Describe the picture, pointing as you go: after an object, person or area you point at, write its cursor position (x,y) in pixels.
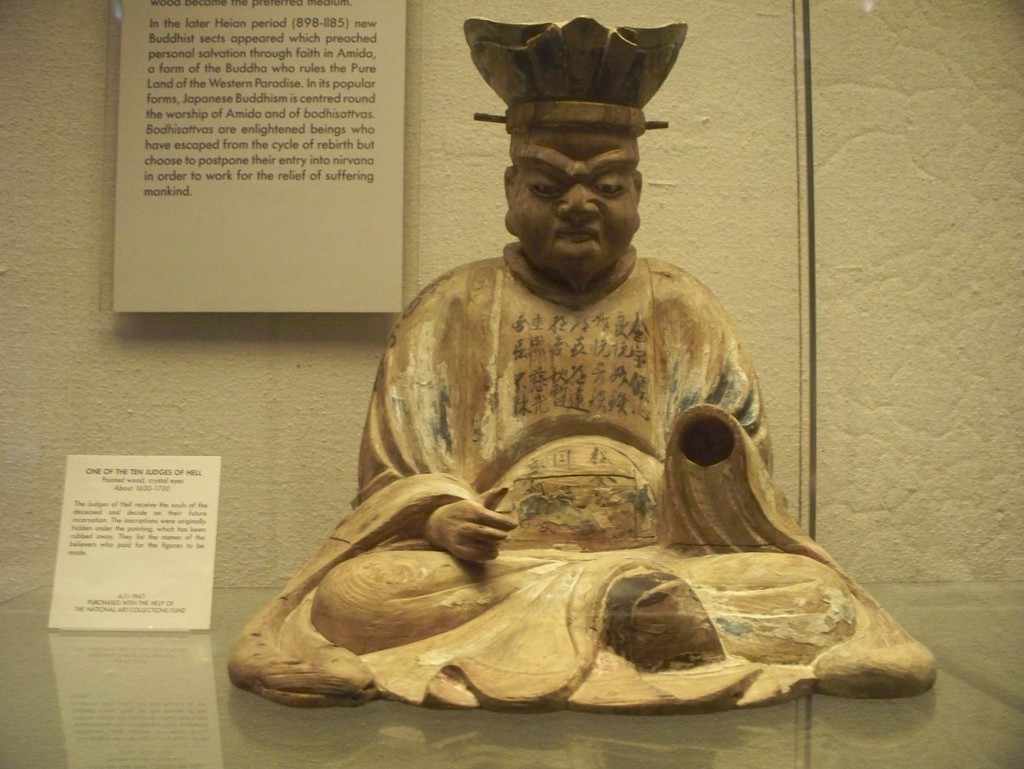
In this picture there is a sculpture (440,369) in the center of the image (432,386) and there are posters (298,309) on the left side of the image (199,279).
